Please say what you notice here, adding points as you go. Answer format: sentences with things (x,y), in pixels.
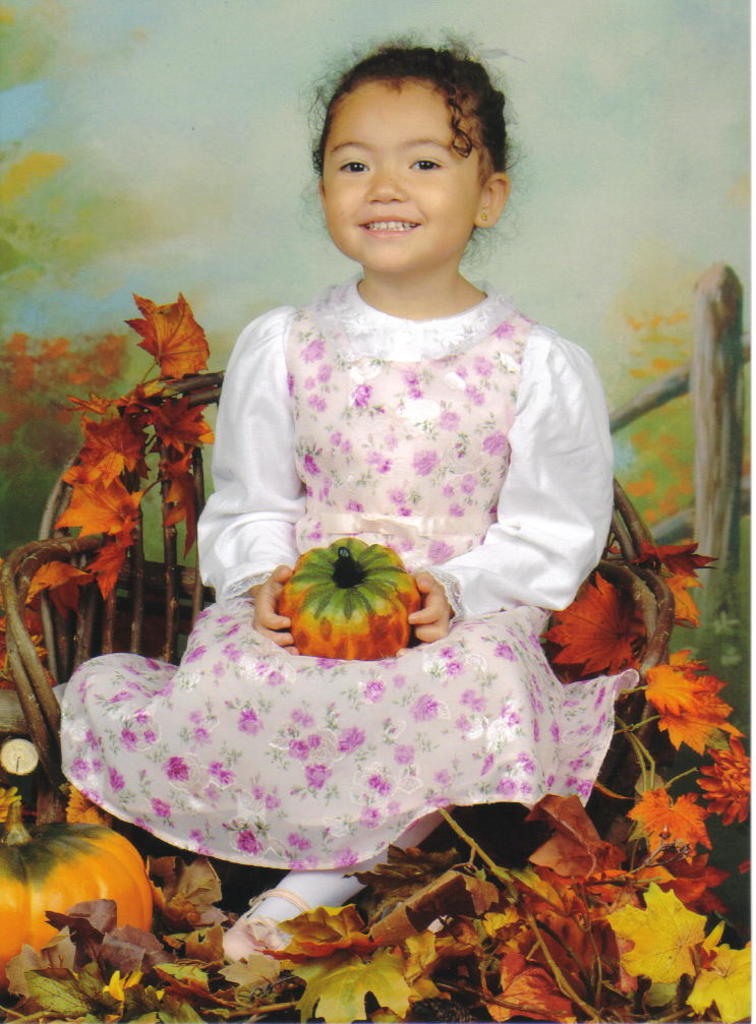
In this image I can see a girl (337,456) is sitting on a chair (133,477) and holding a pumpkin (304,607). Near that chair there is a pumpkin (140,904), log (33,749) and leaves (407,904). In the background of the image (618,352) there is a wall (122,219). Painting (94,340) is on the wall (737,318).
